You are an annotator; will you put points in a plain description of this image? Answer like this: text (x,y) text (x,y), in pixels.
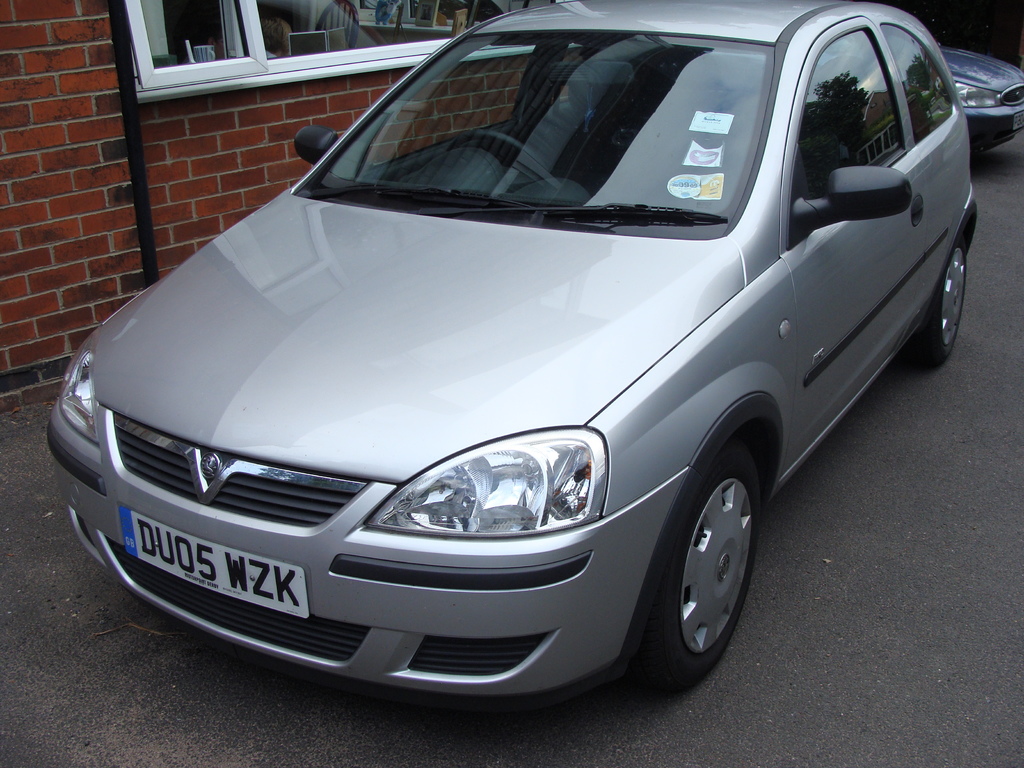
In the middle of the image (546,315), there is a gray color vehicle (546,296) on the road (727,703). Beside this vehicle (692,361), there is a building (166,119) having glass window (141,38) and a brick wall (70,110). In the background (1018,116), there is a vehicle (988,124) on the road (1017,143).
